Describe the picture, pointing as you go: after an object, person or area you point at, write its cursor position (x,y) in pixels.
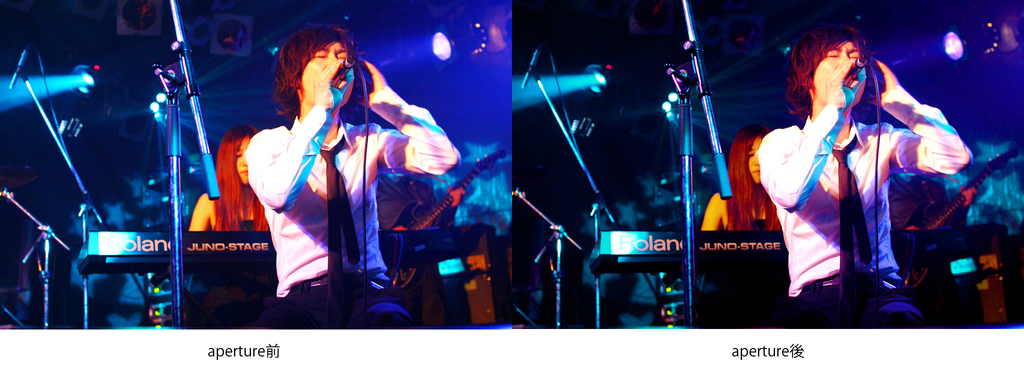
This is a collage picture, we can see a man (297,180) in the white shirt (306,197) is holding a microphone (338,83) and behind the man (303,175) there are two other people (390,195) playing music instruments (221,235), stands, lights (443,54) and other items (679,322).
